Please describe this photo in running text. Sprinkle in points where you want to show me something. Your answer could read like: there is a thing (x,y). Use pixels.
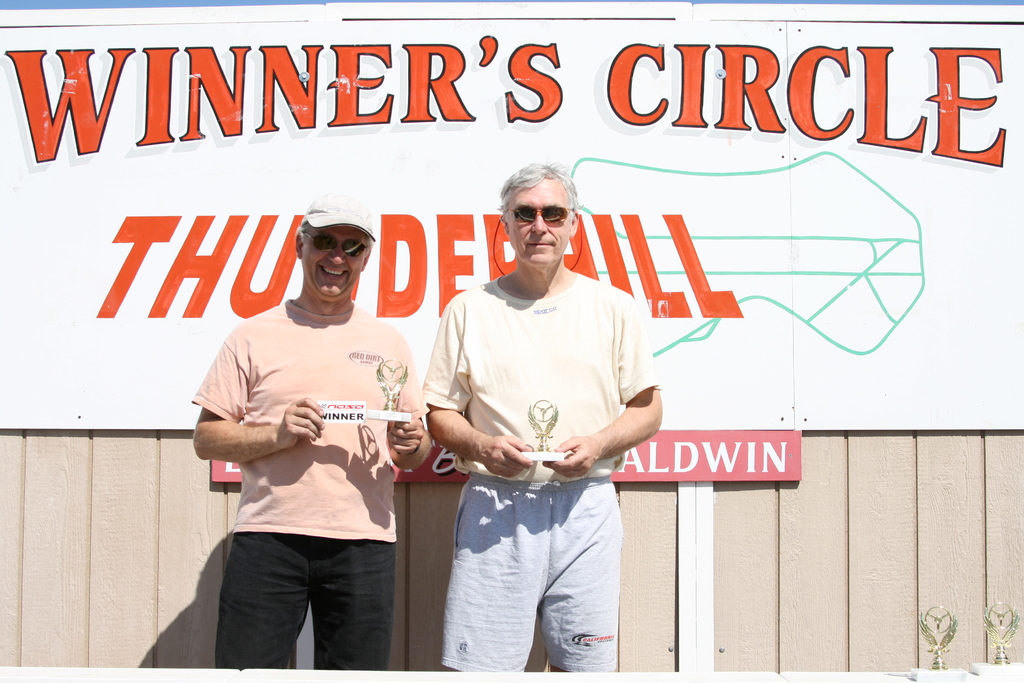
In this image we can see two persons (541,257) holding an object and behind them, we can see a board (362,165) with some text (78,94) written on it.
